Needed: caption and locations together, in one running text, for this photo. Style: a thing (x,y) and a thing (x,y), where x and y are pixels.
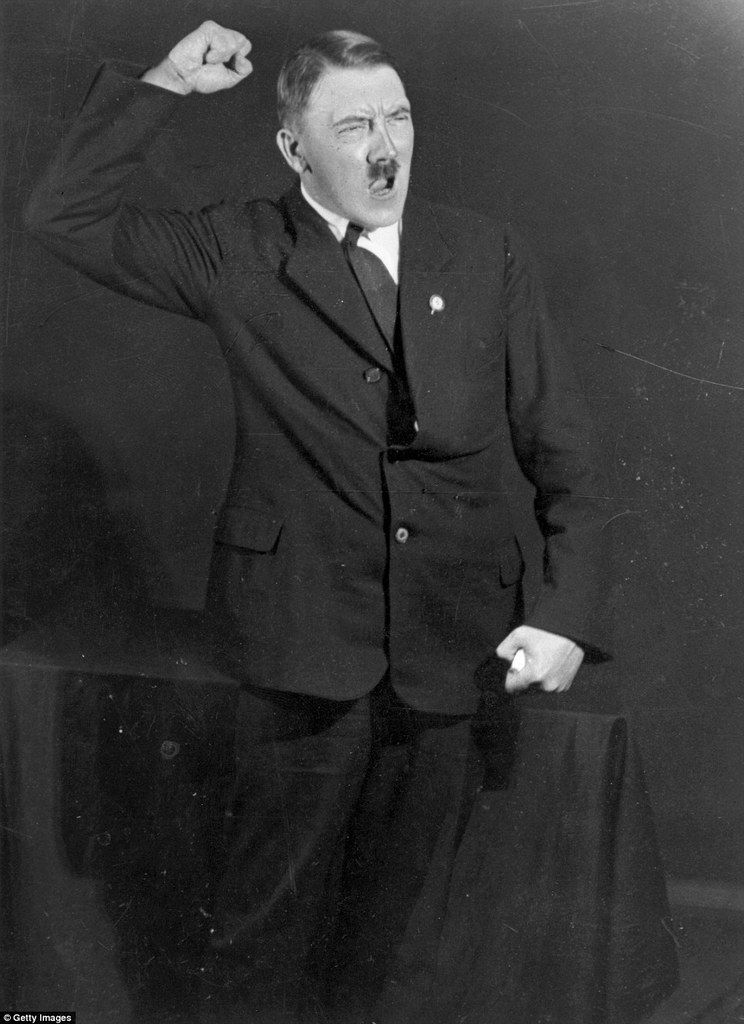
In this image I can see a Hitler (416,454) is raising his he wore coat (402,570), trouser (231,850).
